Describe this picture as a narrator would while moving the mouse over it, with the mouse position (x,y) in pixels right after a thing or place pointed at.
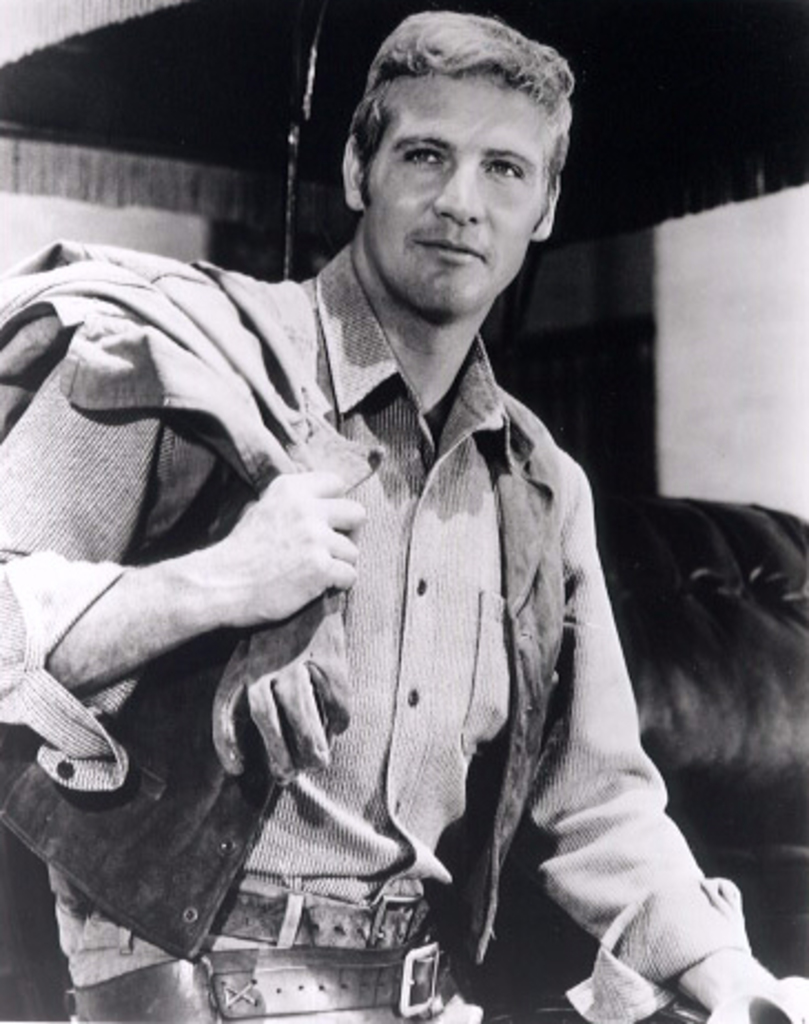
A man (384,714) is there, he wore shirt (385,600). He is smiling.
